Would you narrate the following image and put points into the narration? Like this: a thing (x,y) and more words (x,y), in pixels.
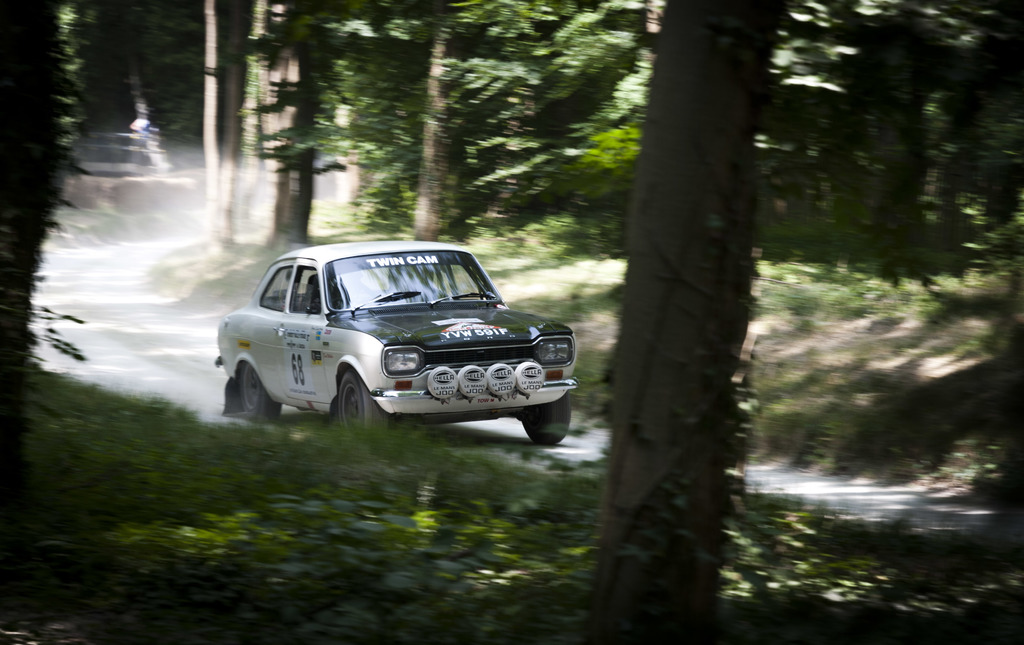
In this image we can see a car (370,335) on the road (218,373). We can also see a bark (728,485) of a tree (748,399), plants (353,474) and some trees (759,188).
